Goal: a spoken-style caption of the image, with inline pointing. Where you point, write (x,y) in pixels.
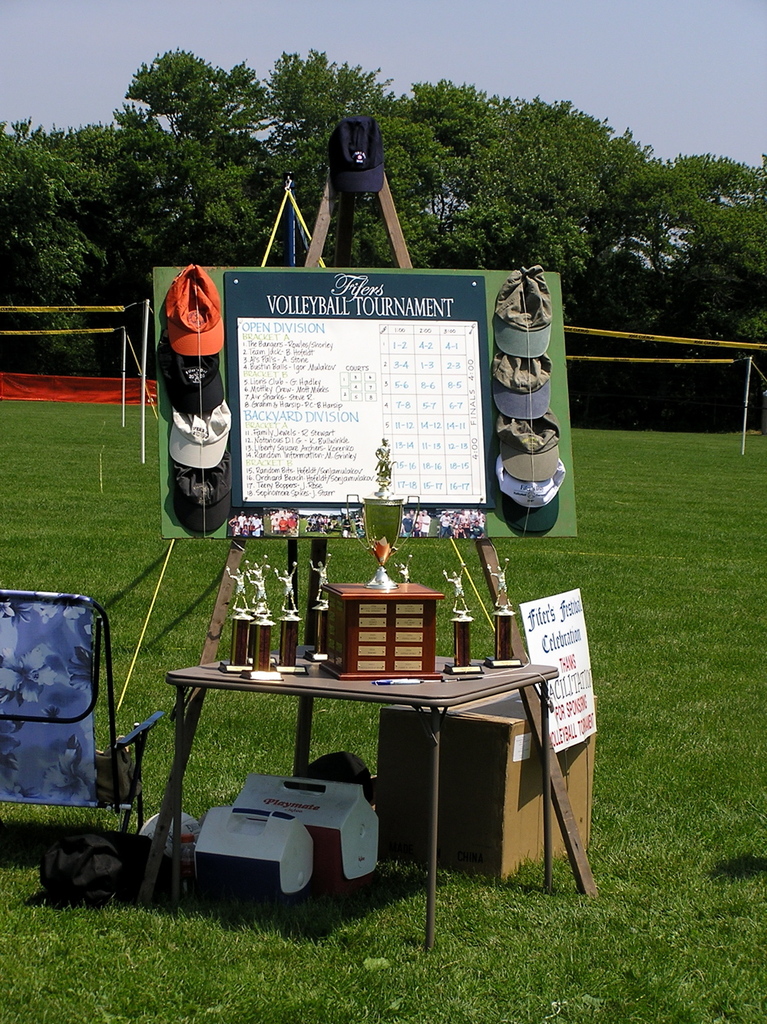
There are trophies (282,656) on a table (331,697) on the ground (240,952) and we can see a board (347,350) on a stand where we can see caps (545,336) on it and there is a chair (45,670), objects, box (497,768) and a hoarding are on the ground (126,938). In the background (136,336) we can see poles (122,327), trees (28,327), caution tape (122,310), red color cloth (47,383) and sky (645,48).
